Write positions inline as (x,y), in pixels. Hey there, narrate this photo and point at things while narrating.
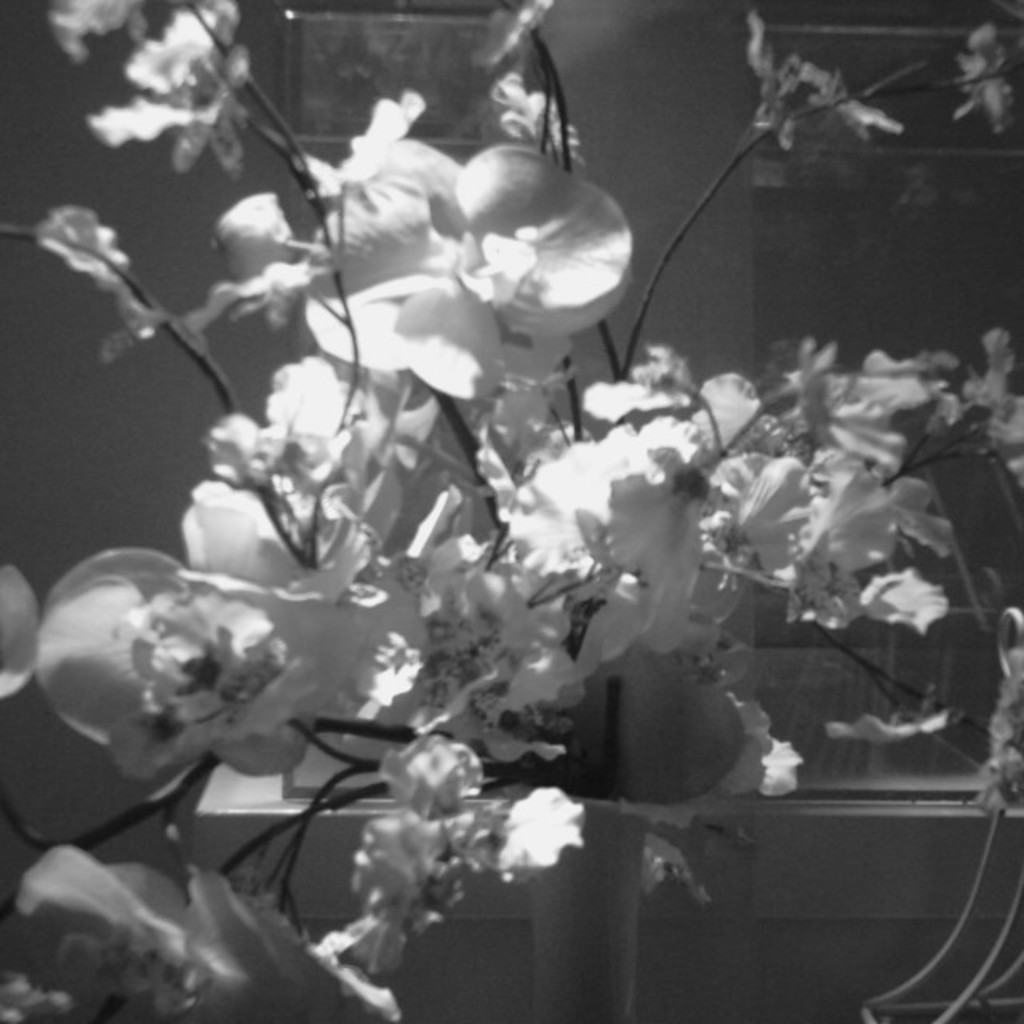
It is the black and white image in which we can see there are so many small flowers (373,638) in the middle (504,650).
